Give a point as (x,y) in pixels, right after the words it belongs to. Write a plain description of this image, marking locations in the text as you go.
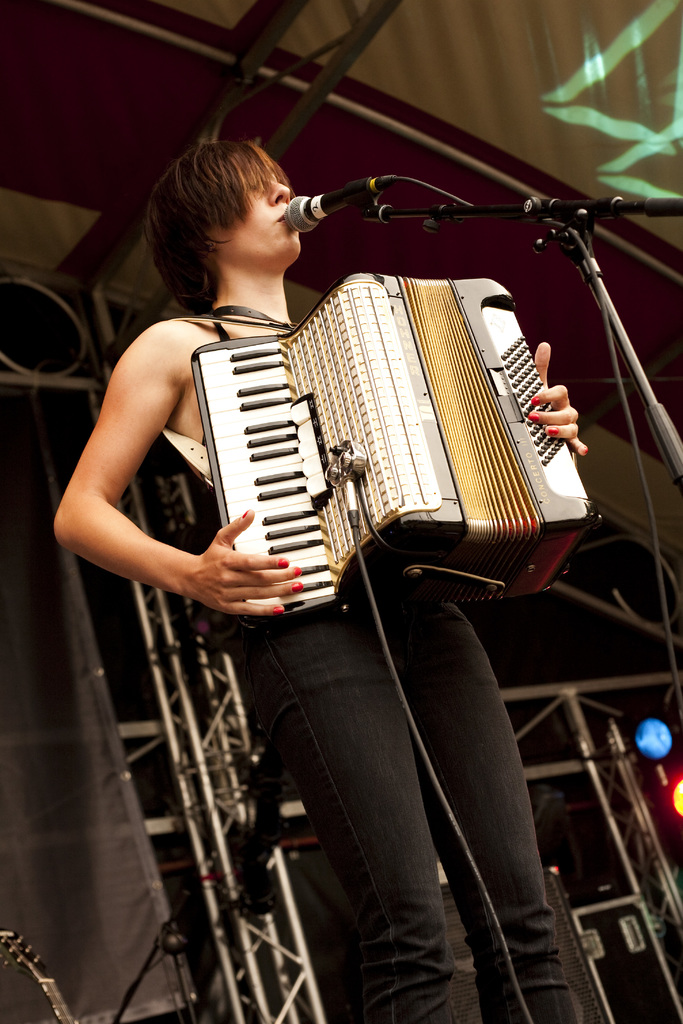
In the picture there is a person (427,611) standing near the microphone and playing a musical instrument (448,466), there are cables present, behind there are iron poles (202,760) present.
